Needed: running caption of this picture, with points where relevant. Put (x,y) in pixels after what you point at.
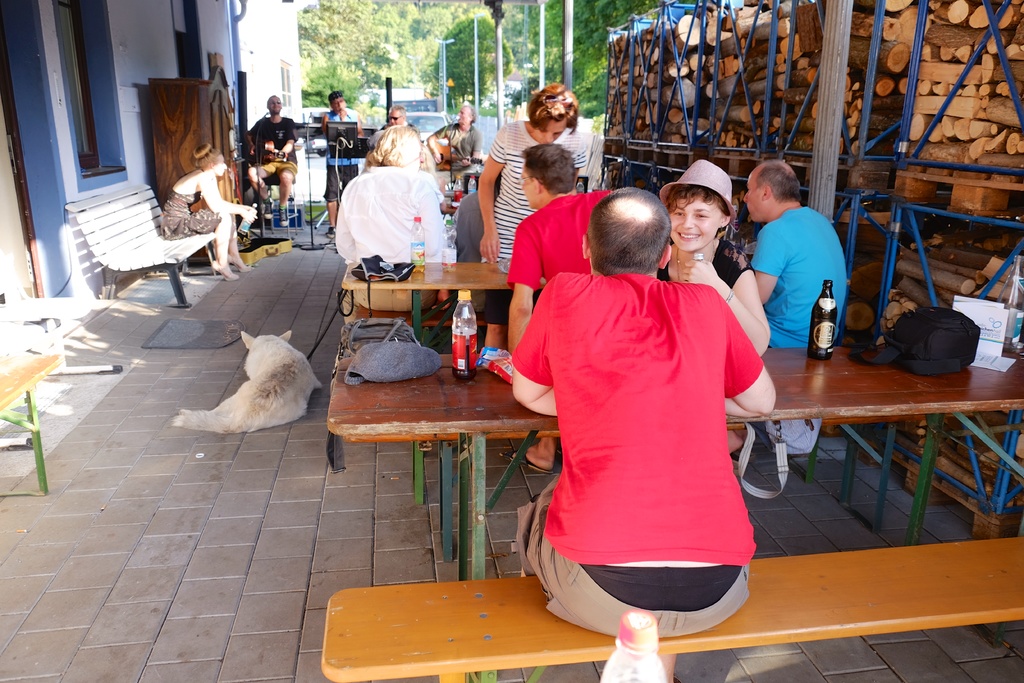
In this image there are group of people (565,348) sitting on the bench (858,584). On the table (844,379) there is bottle (826,329) and a bag (936,338). On the floor (288,428) the dog (263,384) is lying. At the background (262,42) we can see building (257,29) and trees (343,28).
